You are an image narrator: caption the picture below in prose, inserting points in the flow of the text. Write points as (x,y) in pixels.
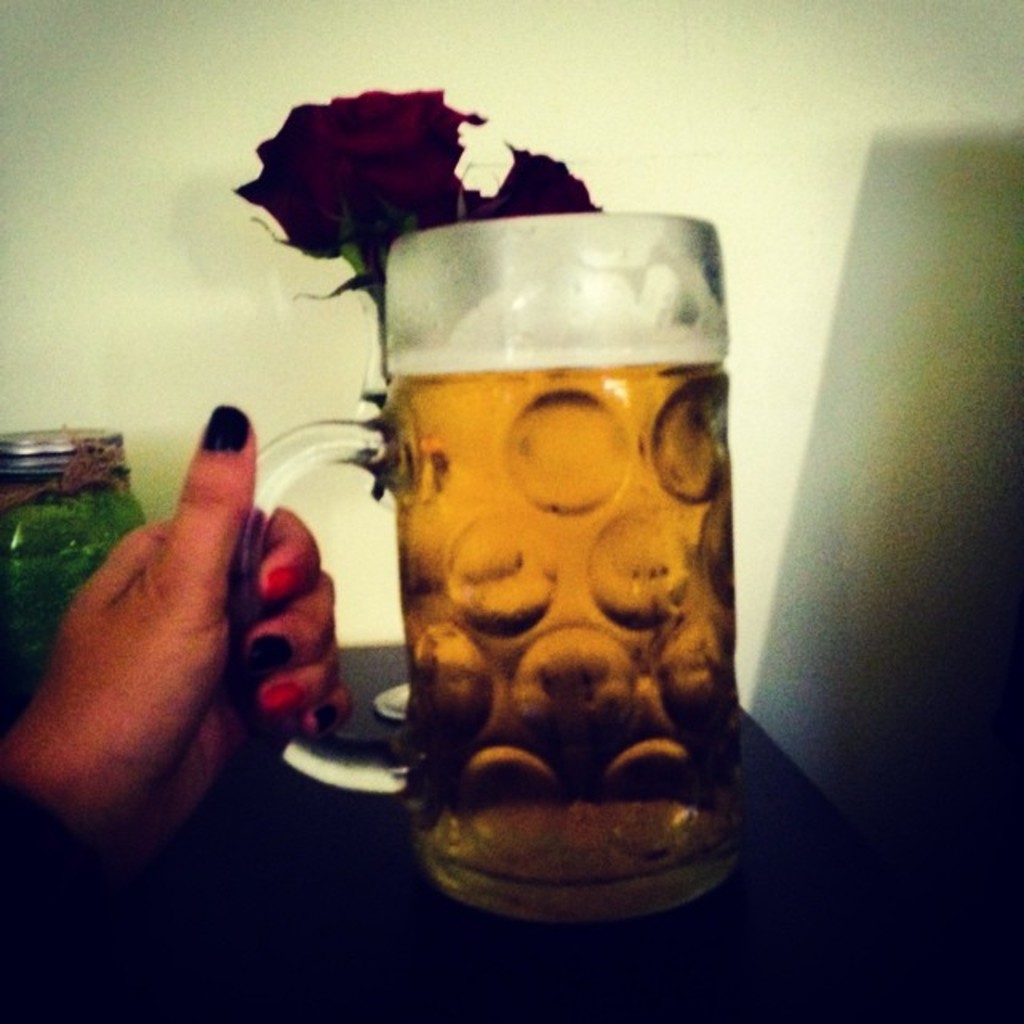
There is a person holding a glass (436,437), which is filled with drink (626,771). Below this, there is a table (363,895), on which, there is a jar (15,534) and an object (399,683), near a wall (318,69).
